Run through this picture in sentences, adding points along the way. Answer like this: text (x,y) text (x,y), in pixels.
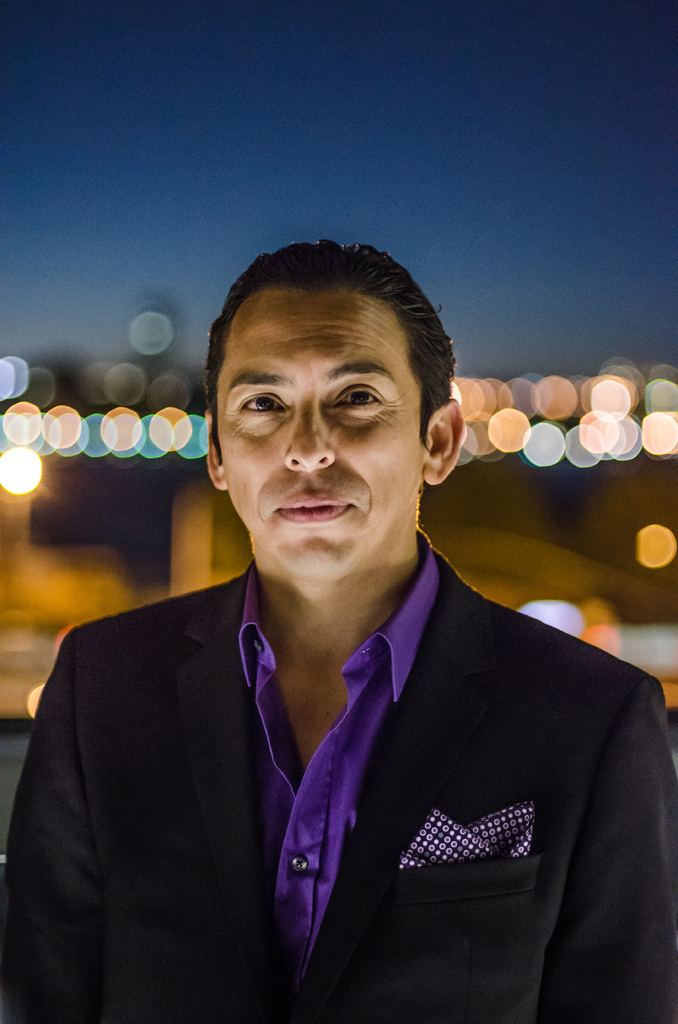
This image is taken outdoors. In the middle of the image (319,593) there is a man (335,886) with a smiling face (258,444). In this image the background (92,424) is a little blurred and there are a few lights (503,440). At the top of the image (211,126) there is a sky (366,126).
